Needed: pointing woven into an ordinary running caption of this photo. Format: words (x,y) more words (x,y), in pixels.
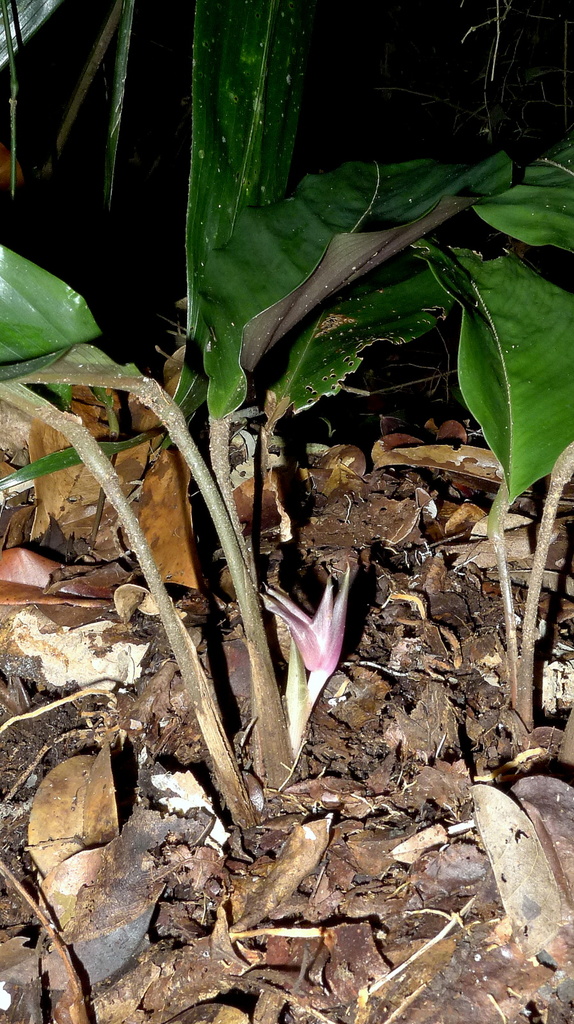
In this image in the front (183,654) there is plant (478,360) and on the ground (162,676) there are dry leaves (419,752).
